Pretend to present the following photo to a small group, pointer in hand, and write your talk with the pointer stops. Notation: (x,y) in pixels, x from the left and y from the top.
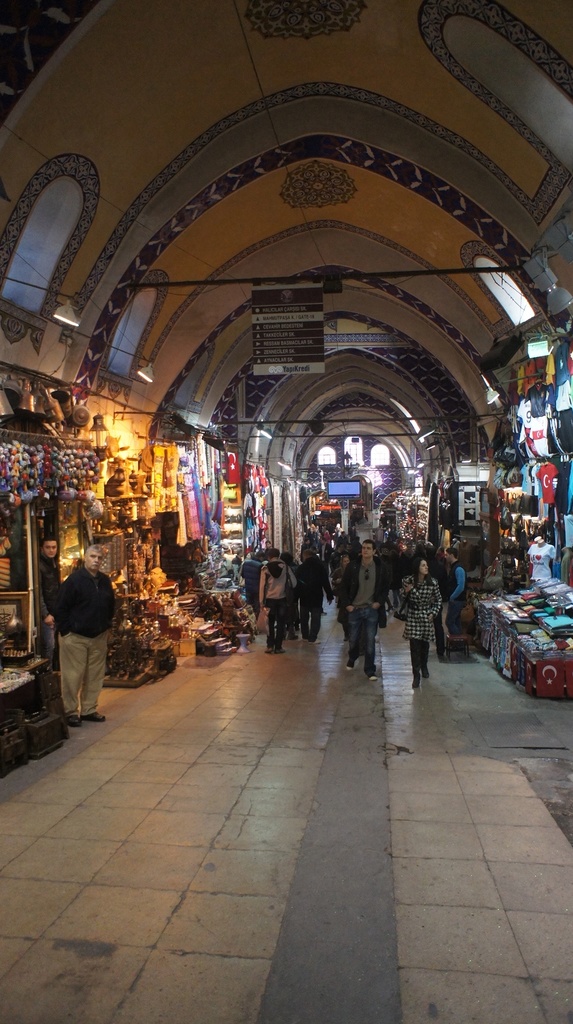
In this image I can see shops (140,542), building (176,298), tables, some objects (170,638), clothes (529,411) and a crowd (368,544) on the road (410,780). In the background (399,267) I can see a rooftop (241,298), windows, boards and metal rods (274,423). This image is taken may be on the road (276,913).
